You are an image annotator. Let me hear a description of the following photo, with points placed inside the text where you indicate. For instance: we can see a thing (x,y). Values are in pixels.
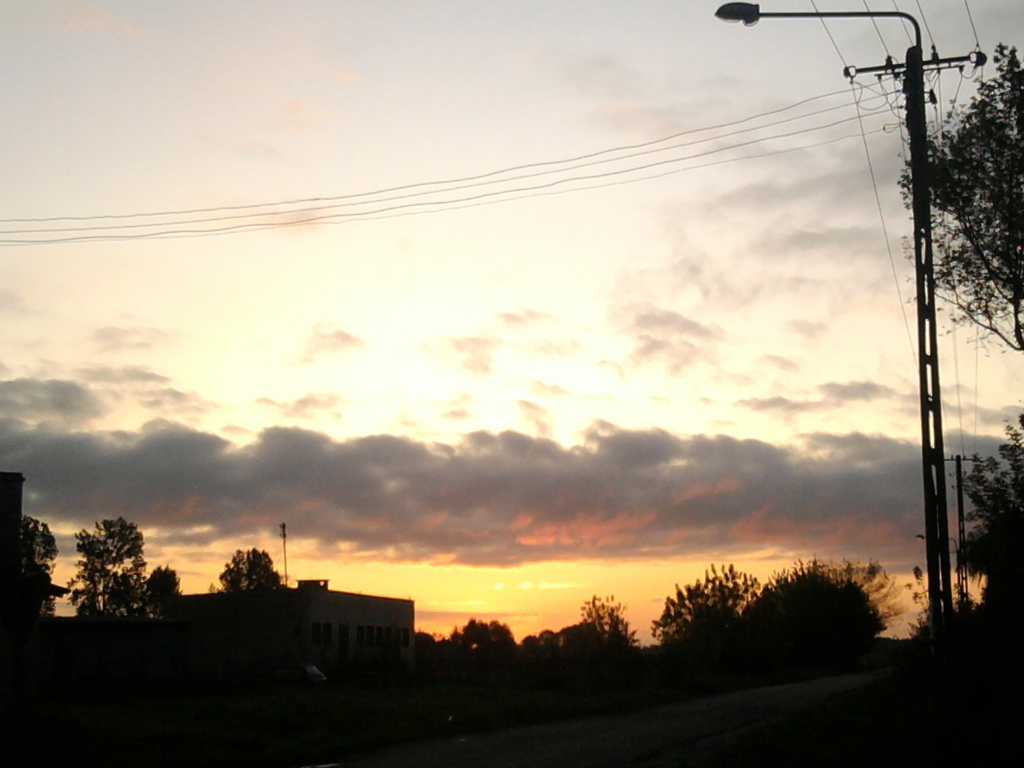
In this image we can see road (728,696), grass (291,702), poles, wires (44,242), houses (236,594), and trees (1021,621). In the background (415,299) there is sky (392,329) with clouds (474,500).
